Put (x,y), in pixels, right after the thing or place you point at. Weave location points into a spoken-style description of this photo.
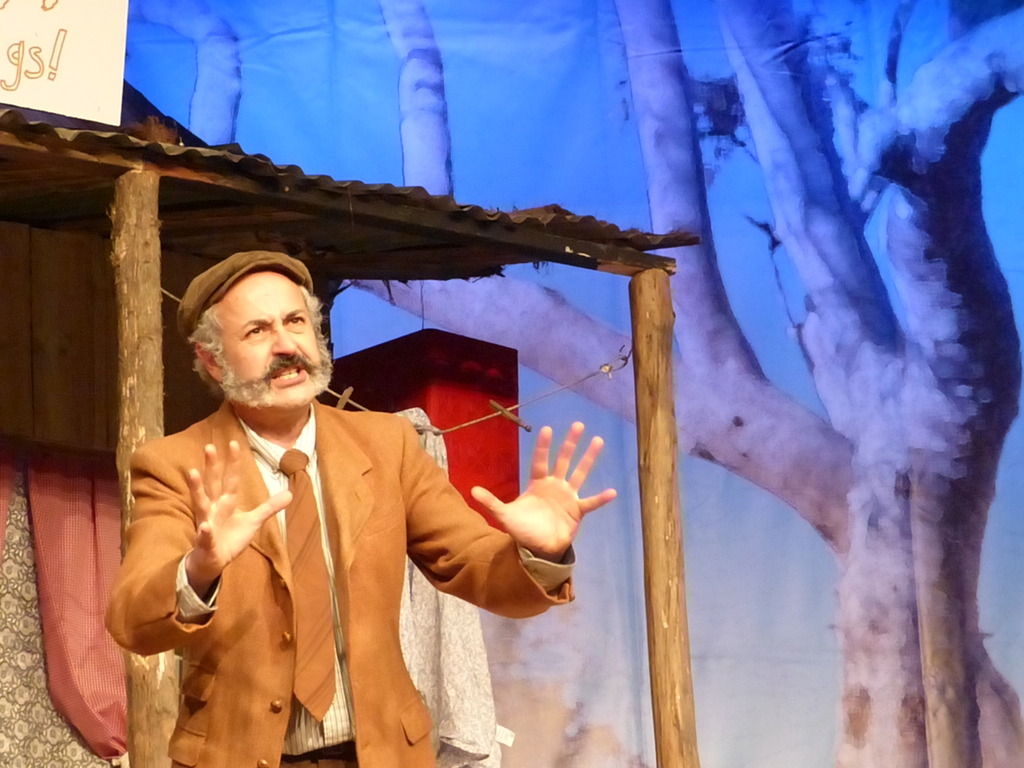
On the left side of the image (198,368) we can see a man (288,448) standing and talking. He is wearing a suit (235,628). In the background (202,270) we can see a shed (621,262) and a tree (874,595).
